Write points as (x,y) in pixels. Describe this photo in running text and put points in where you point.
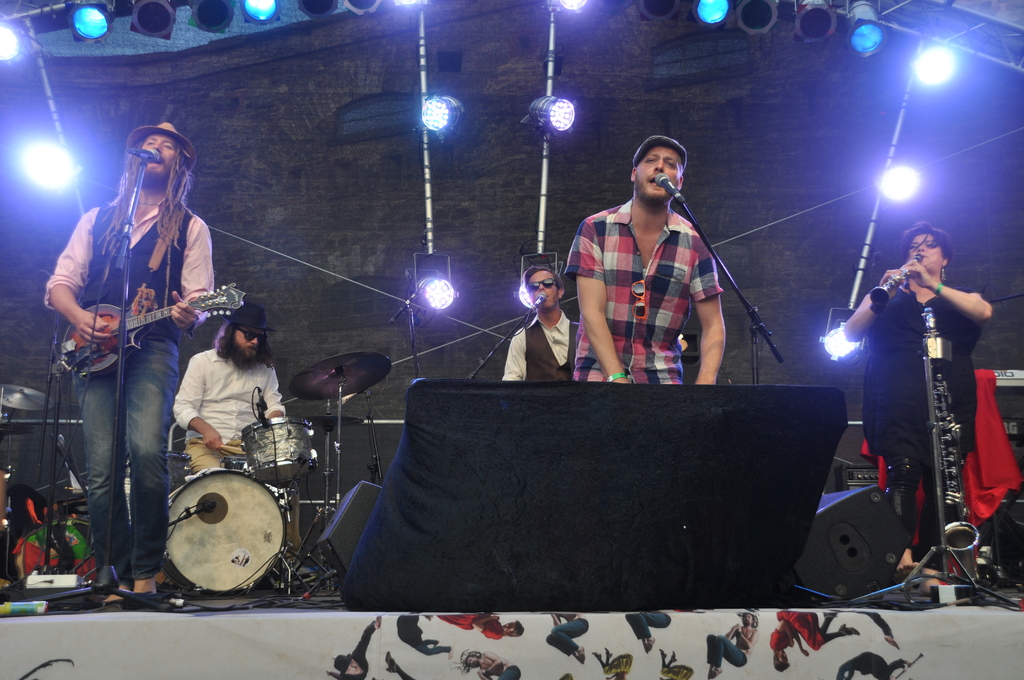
In this image i can see four man (144,402) and a woman (971,317), a woman (956,331) is playing a musical instrument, the man (626,272) at the front (692,278) is singing a song in front of the microphone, at the background (568,114) i can see a light (564,113).
